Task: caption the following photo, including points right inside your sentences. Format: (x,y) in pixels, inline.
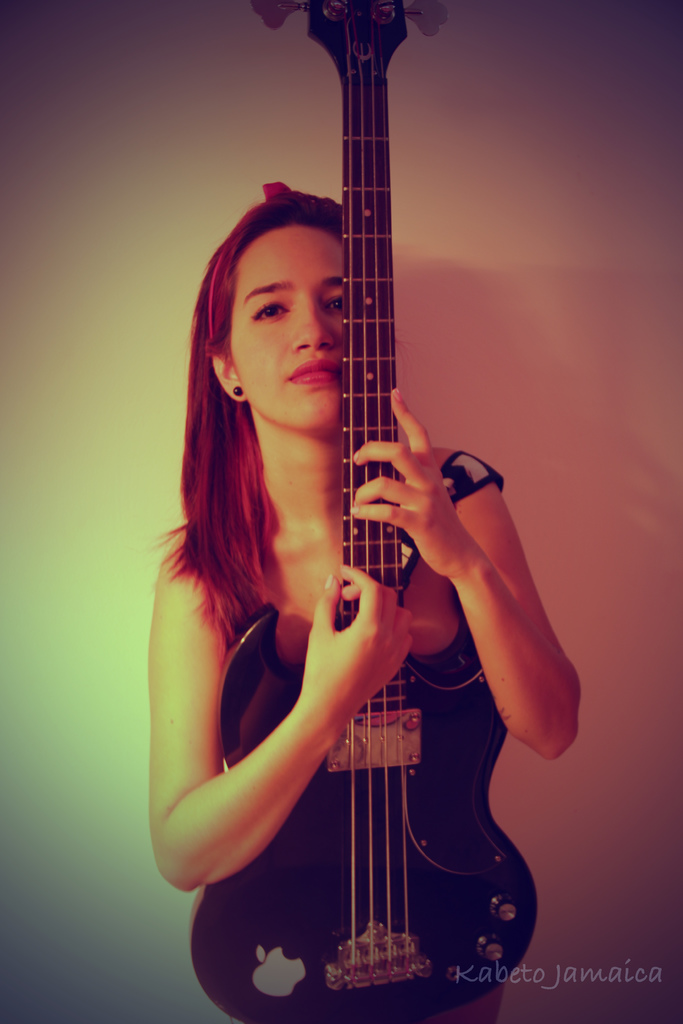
This woman (387,604) is standing and holds a guitar (389,398).
